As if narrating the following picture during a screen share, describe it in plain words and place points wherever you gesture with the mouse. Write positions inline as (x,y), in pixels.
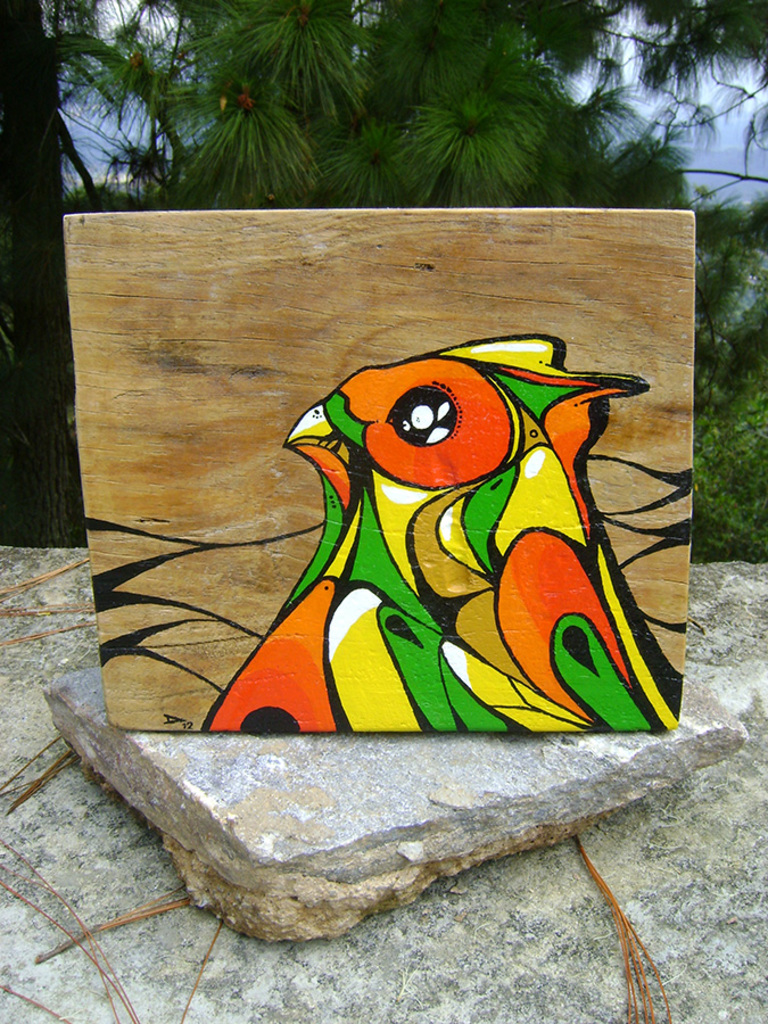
In this image I can see a huge rock (298,1002) and on it I can see a small rock (300,760) and on it I can see a brown colored wooden board (270,302). On the board (276,312) I can see the painting (534,586) of the bird (425,573) which is yellow, orange, green, white and black in color. In the background (435,129) I can see few trees (474,150) which are green and black in color and the sky (738,110).
